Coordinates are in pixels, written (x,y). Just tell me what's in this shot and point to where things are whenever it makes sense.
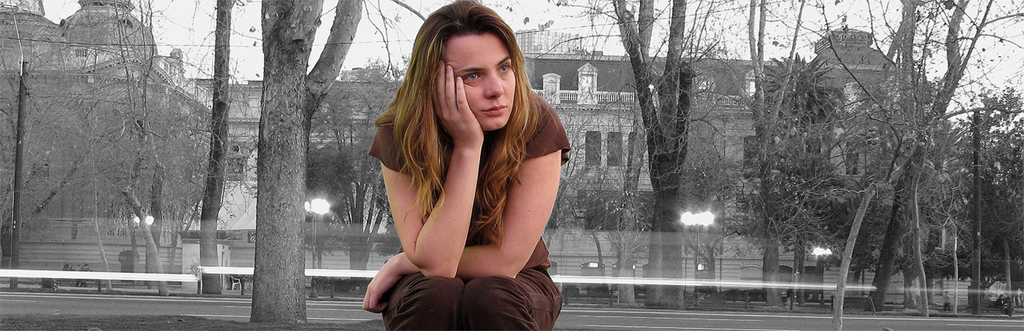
In this image I can see the person (507,203) and the person (507,203) is wearing brown color dress (496,287). In the background (790,139) I can see few buildings (730,74), trees (805,79), light poles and the sky (410,32).
